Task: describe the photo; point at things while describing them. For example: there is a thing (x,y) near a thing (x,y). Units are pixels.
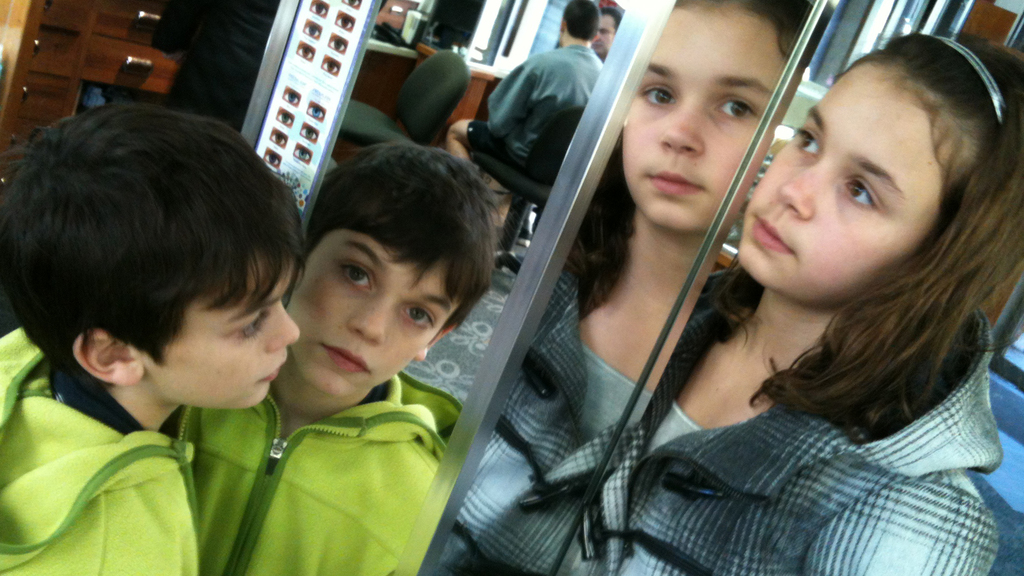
In this image there is a boy (238,365) and a girl (688,381) with their reflections (450,272) in the mirror (551,343), beside the mirror (395,233) there is a poster (306,65) and there is a person (217,58) standing in front of cupboards (67,42) and drawers (116,46), in the mirror (347,190) we can see a person (468,137) sitting in a chair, beside the person (519,122) there is an empty chair (420,101) and there is another person (601,29), in front of them on the wooden platform (368,47) there are some objects (438,44).
